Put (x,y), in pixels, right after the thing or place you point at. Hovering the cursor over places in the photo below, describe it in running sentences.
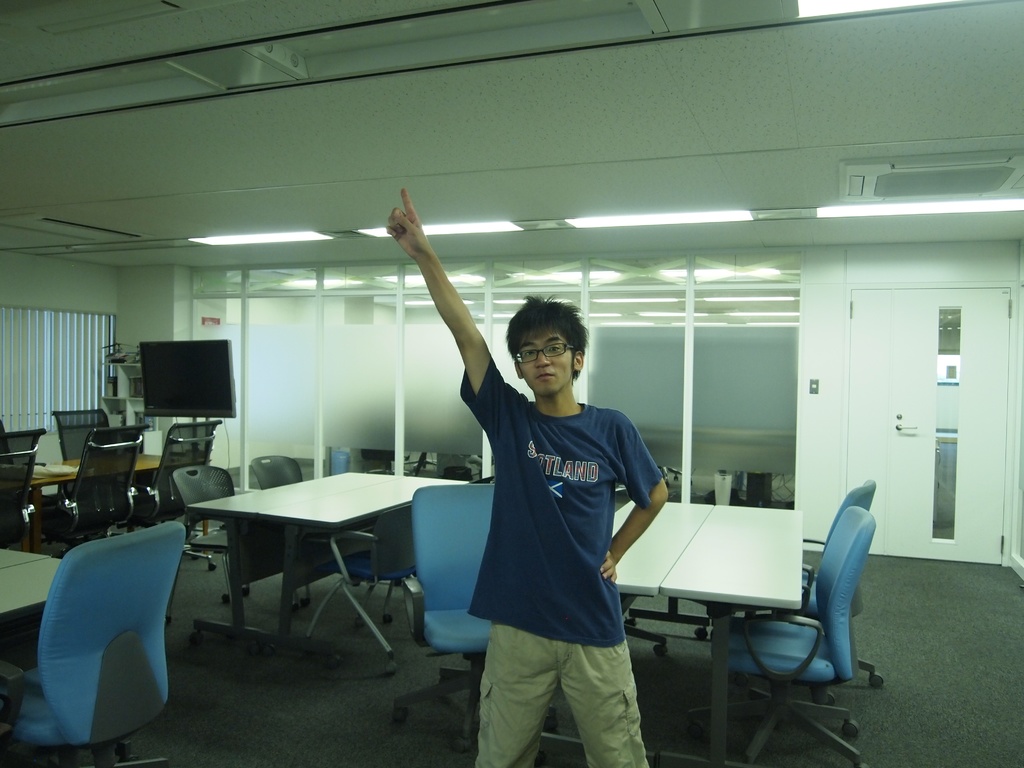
In the image we can see there is a person (543,507) who is standing and at the back (133,638) there are tables (368,490) and moving chairs (461,595). On the wall (237,341) there is a tv screen (189,386).
